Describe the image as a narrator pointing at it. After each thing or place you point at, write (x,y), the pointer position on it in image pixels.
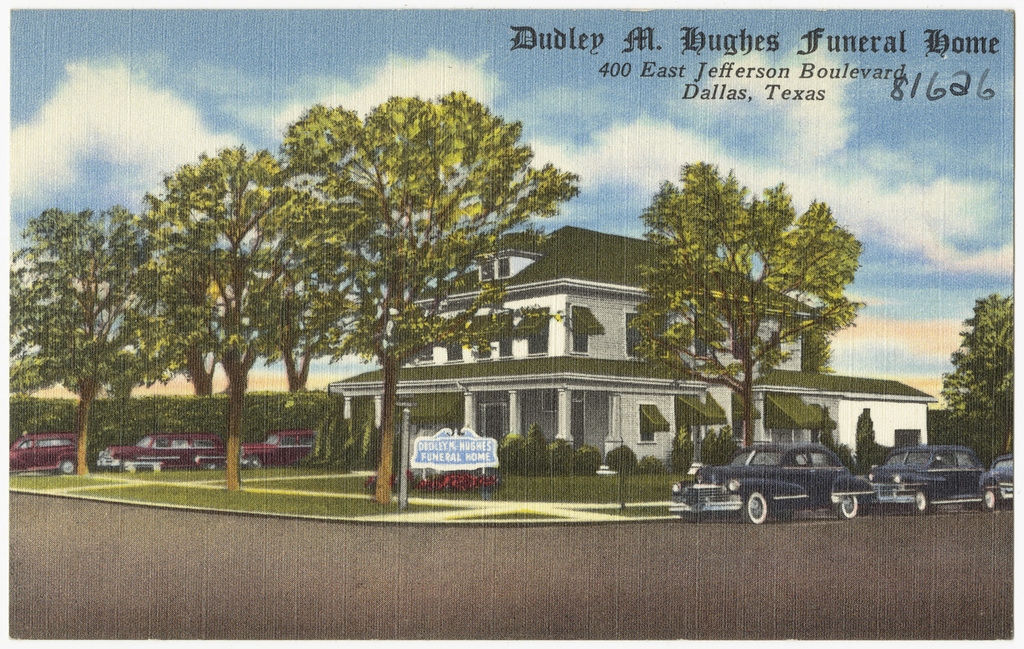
It is a graphical image. In the image we can see some vehicles (51,434) and trees (483,212) and plants (727,443) and buildings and clouds (869,221) and sky (289,30).
